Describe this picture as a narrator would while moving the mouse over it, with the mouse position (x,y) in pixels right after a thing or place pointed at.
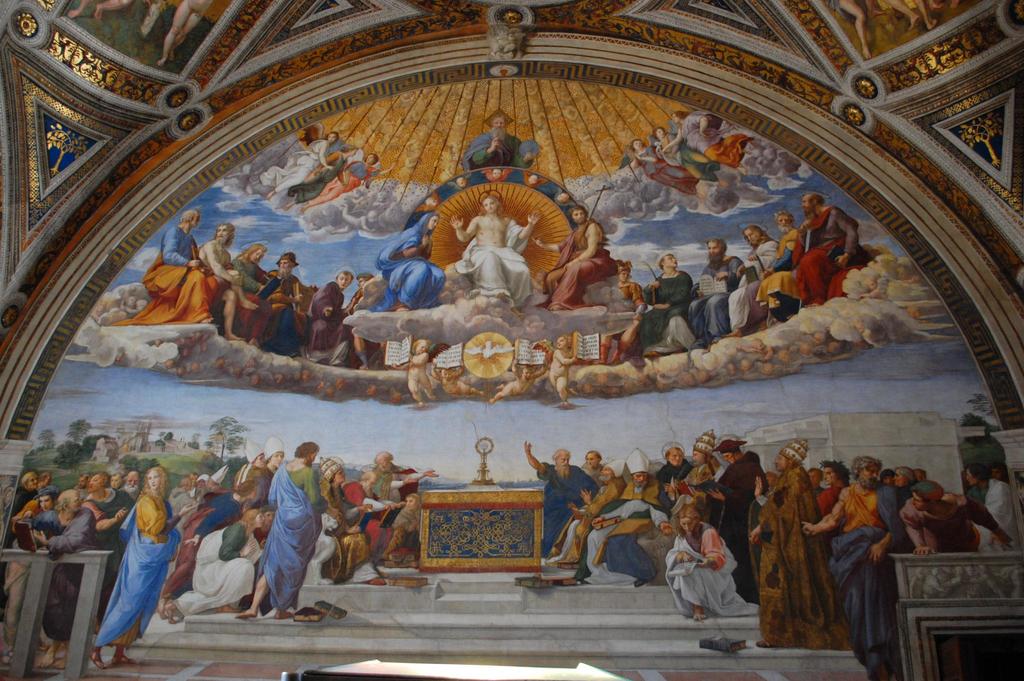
This image is clicked in the room (343,84). In this image there is a wall (401,111) on which there is a painting (288,312) of so many peoples (653,317). In the middle (506,297) there is a person (494,227) sitting on the chair (526,251) and there are two persons (418,251) beside him who are worshiping and there are few people (237,287) sitting around the chair (458,251). At the bottom (441,544) there is a table (481,501) on which there is a memento (484,465). Beside them there are people (859,529) standing near the steps (647,602).
